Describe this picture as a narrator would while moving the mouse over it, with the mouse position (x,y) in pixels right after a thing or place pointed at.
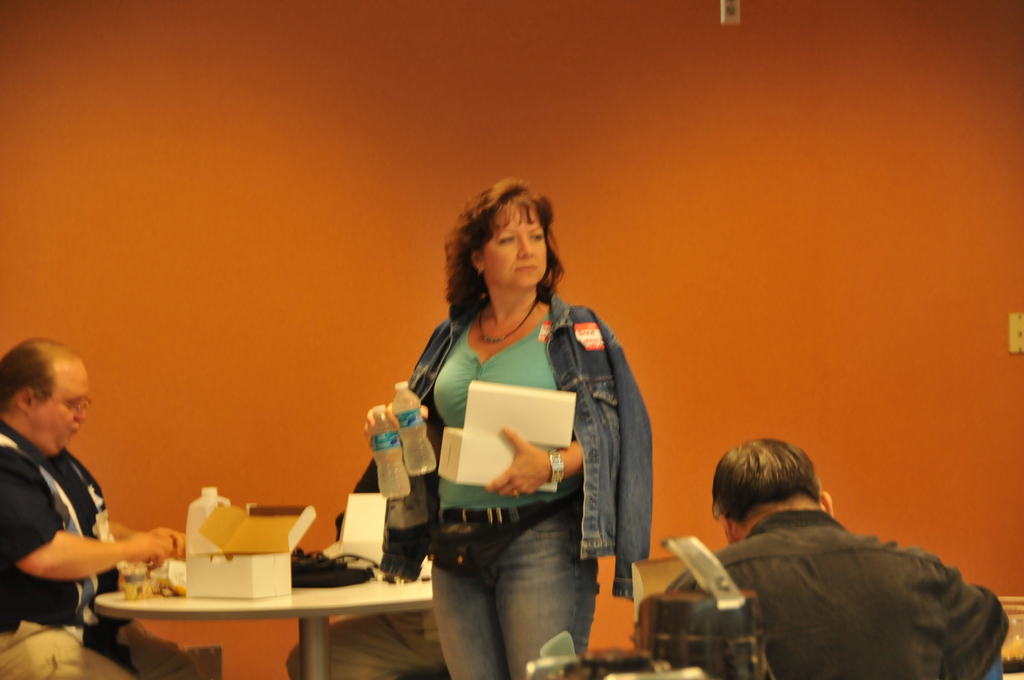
In this image I can see few people (18,356) where a woman (437,573) is standing and holding two bottles (403,428). On this table (308,591) I can see a box (270,587).
